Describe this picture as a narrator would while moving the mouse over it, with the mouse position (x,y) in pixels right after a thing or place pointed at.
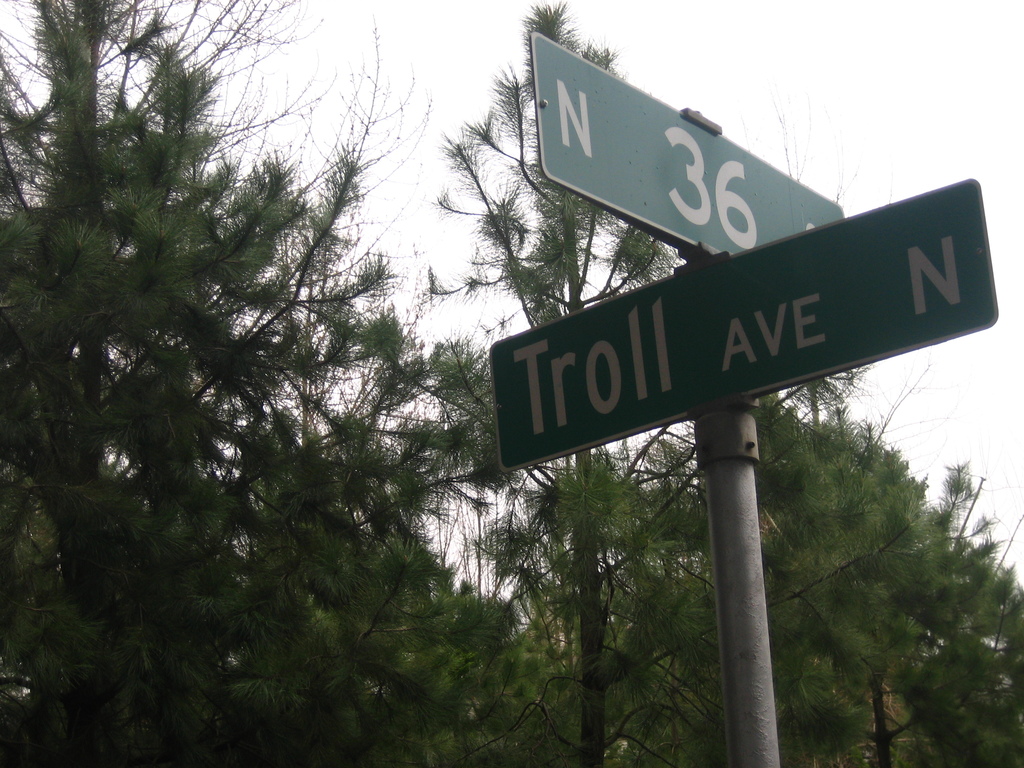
In this image I can see two boards (727,285) to the pole (713,429). In the background (601,492) there are trees (592,298) and the sky (639,33).
